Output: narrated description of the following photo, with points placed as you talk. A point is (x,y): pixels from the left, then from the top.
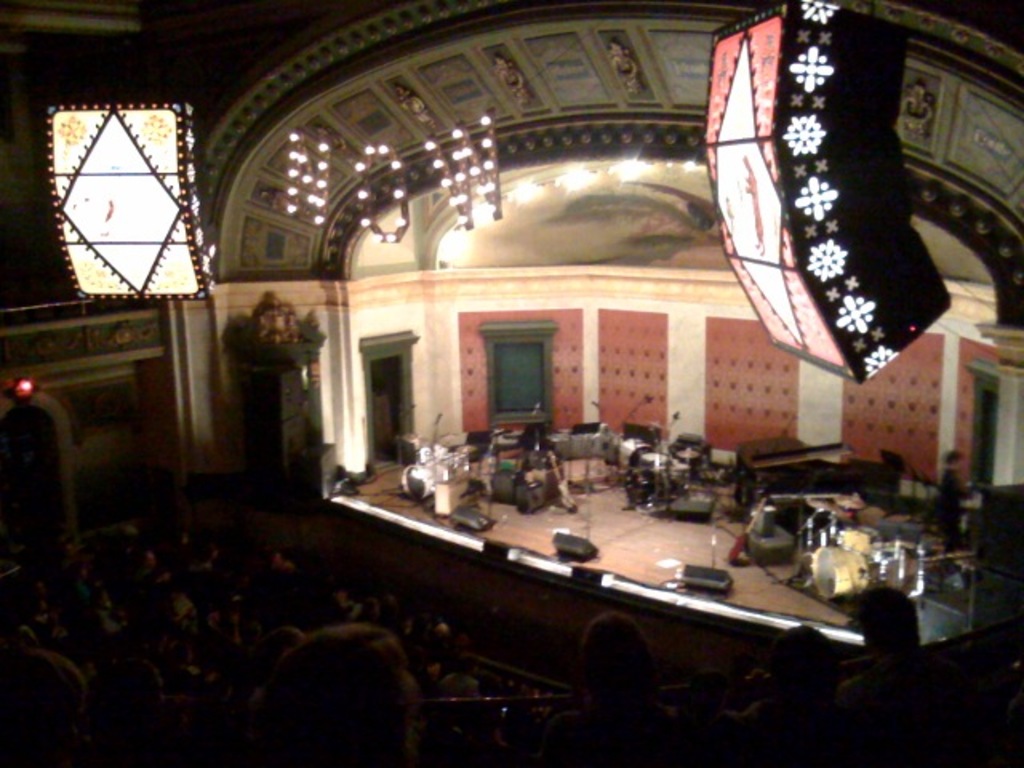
In this image there are group of persons (451,720) in the front (364,669). In the background (546,490) there are objects (517,481) which are black and white in colour and there are musical instruments (847,543) and on the top (147,191) there are lights (123,232) hanging and there is a wall (698,222).
